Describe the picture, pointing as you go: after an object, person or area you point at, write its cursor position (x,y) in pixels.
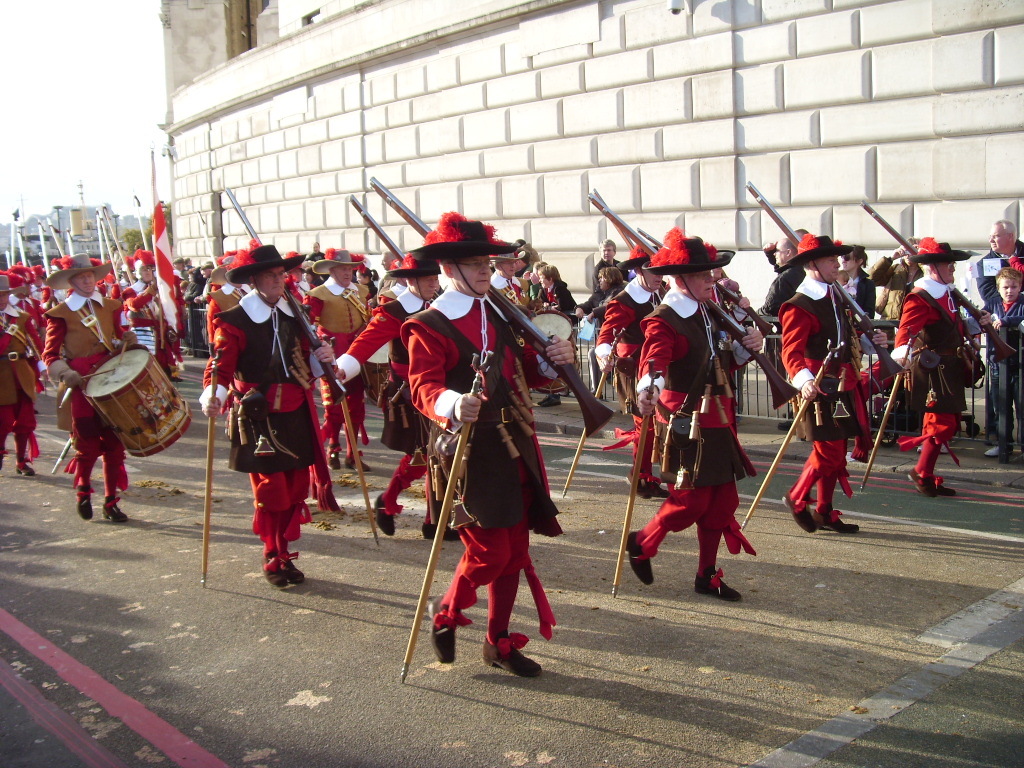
In this picture we can see a group of people (0,306) walking on the road (390,553) and holding sticks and guns (723,313) with their hands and in the background (387,225) we can see wall (324,166), buildings (325,196).
